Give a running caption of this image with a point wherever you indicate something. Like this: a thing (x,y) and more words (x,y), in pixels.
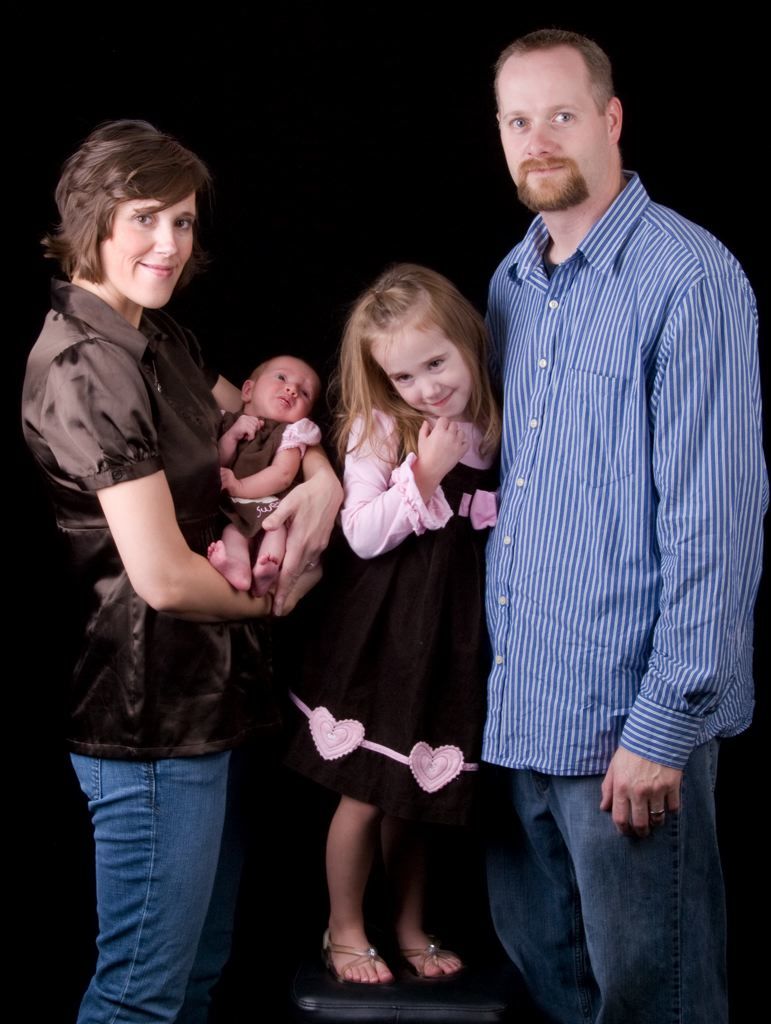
In this picture we can see the family photograph. In the front (560,617) we can see the man (560,617) wearing blue color shirt (560,617), standing and giving a pose. In the middle (487,504) there is a small girl (375,711) standing on the table (377,996). Beside there is a woman (166,489) with black color shirt (186,507), holding a small baby (233,524) in the hand (291,557). Behind there is a black background (325,125).
